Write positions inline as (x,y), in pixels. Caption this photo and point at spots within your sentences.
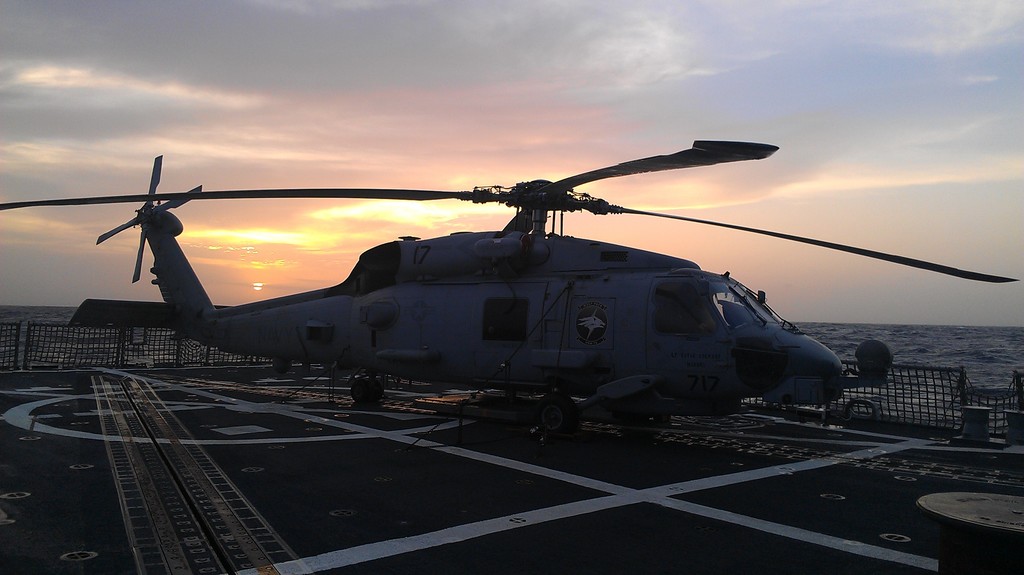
In this image I can see white lines (276,408), a helicopter (607,408), water (855,331) and here I can see something is written. In the background (427,225) I can see clouds (484,156) and the sky (766,179).
